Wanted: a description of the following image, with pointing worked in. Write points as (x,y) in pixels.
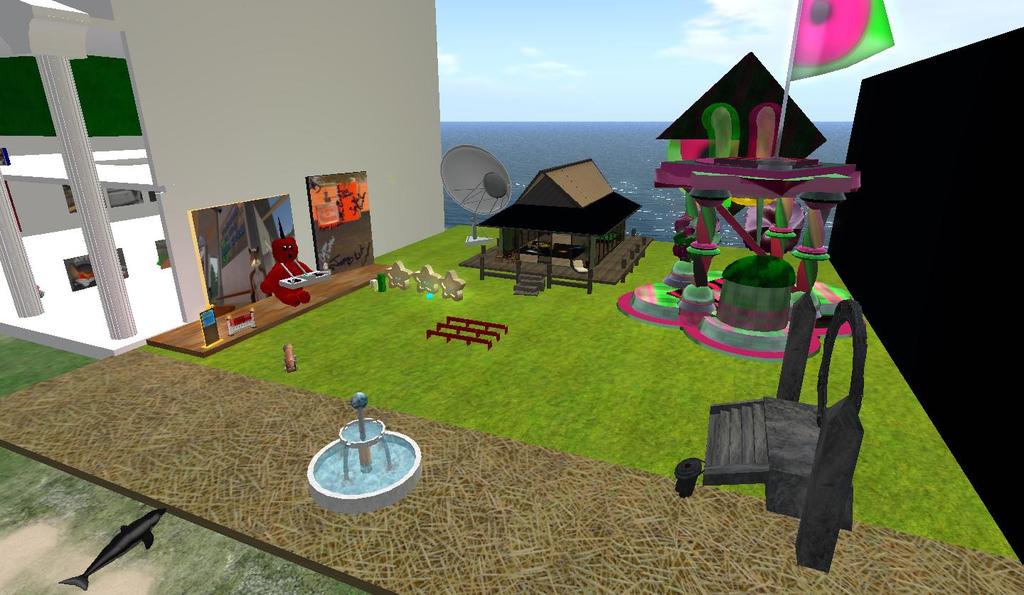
This is an animated image in this image there is a house (332,126), garden (497,292), fountain (368,453) and other items (361,281), in the background (561,160) there is a sea (632,144) and the sky (927,21).
